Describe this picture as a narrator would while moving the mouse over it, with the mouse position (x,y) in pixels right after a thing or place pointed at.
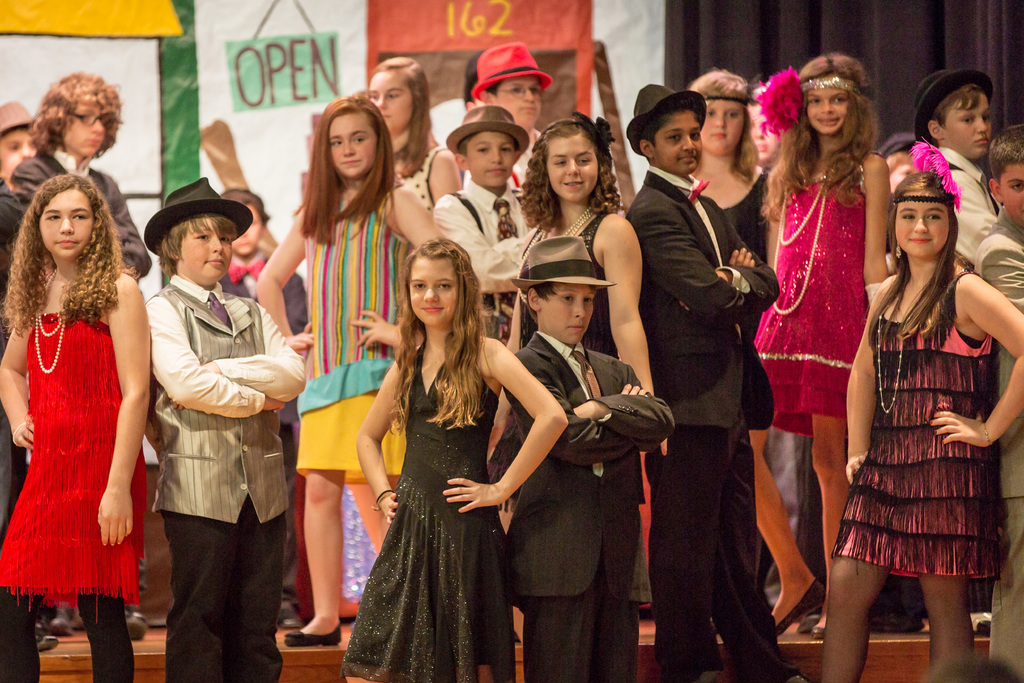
In this picture I can observe some children (291,362). There are boys (258,276) and girls (334,310) in this picture. All of them are in their costumes (336,421). Most of them are smiling. Some of them are wearing hats (514,137) on their heads (468,154). On the right side (753,30) I can observe black color curtain (792,29).
